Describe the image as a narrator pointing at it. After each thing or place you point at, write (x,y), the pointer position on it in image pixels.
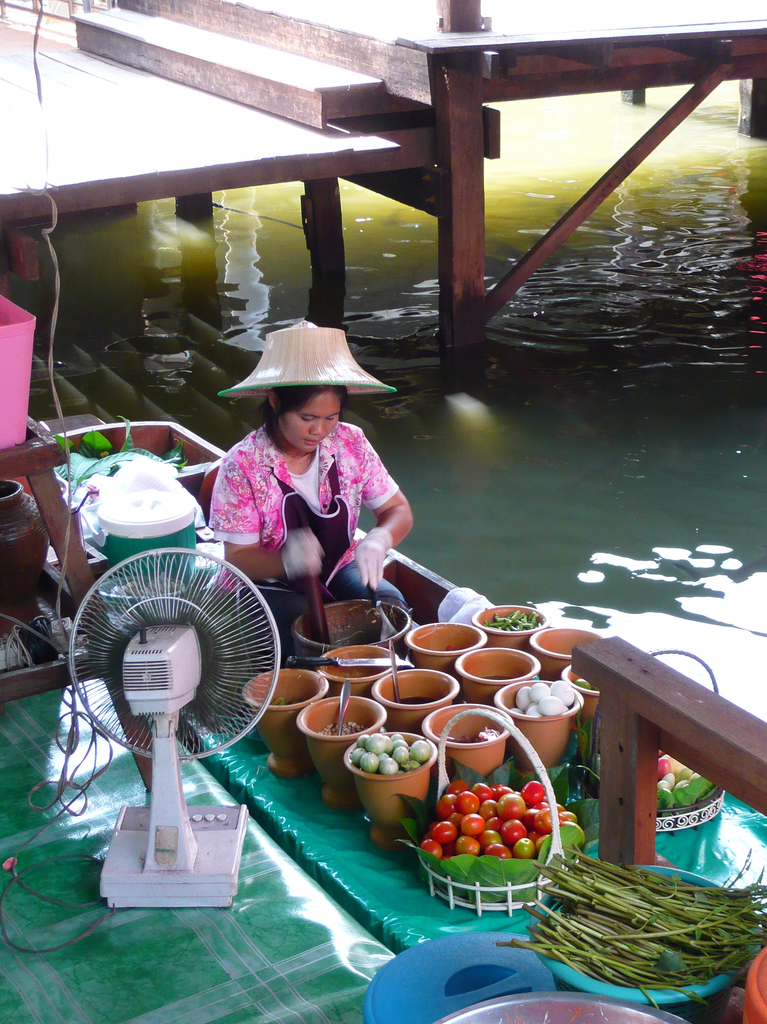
In this image we can see a woman (288,405) sitting on the boat (437,619) and pots (368,671) with vegetables (426,750) and eggs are placed in front of her. In addition to these we can see bridge (227,111) above the river (412,233), table fan (184,709) and baskets (534,882) with vegetables (514,854).
